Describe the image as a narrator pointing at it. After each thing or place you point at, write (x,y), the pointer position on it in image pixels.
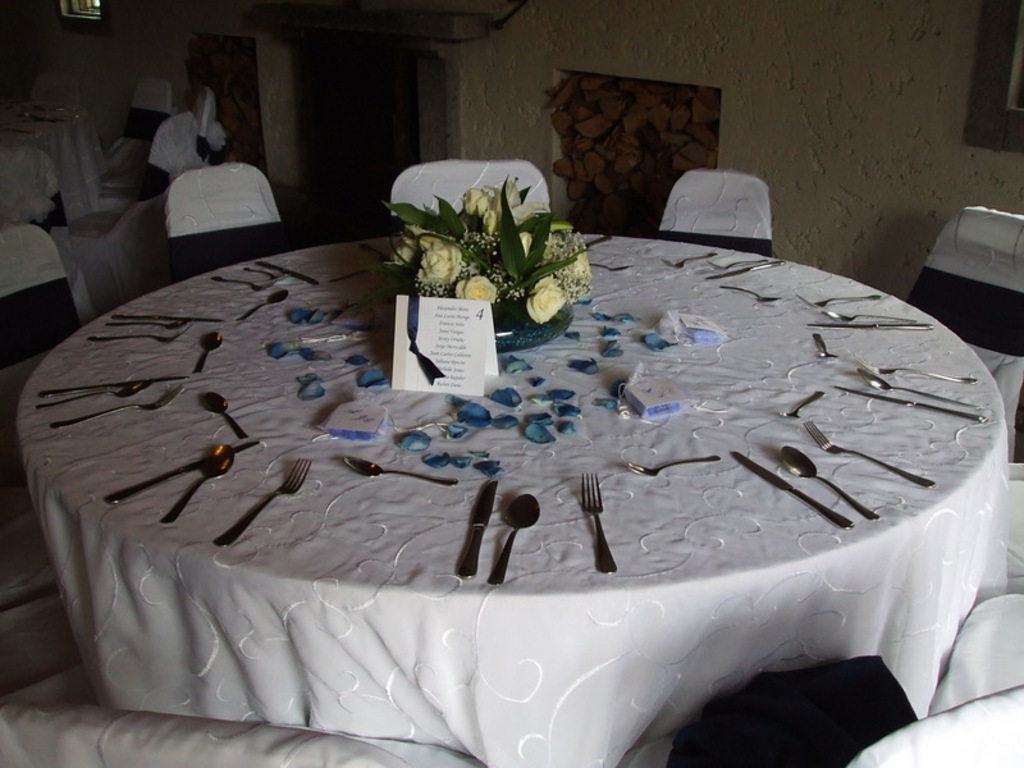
In the foreground of this image (528,452), there is a white colored cloth (527,644) which is placed on a table (362,553) and also there are many knives (474,534), spoons (515,522), forks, petals (534,415), and a flower vase (501,272) is placed on the table (609,383) and few chairs (816,747) around it. In the background (336,203), we see table (53,112), chairs (156,121), wall (597,48) and a window (93,8).
